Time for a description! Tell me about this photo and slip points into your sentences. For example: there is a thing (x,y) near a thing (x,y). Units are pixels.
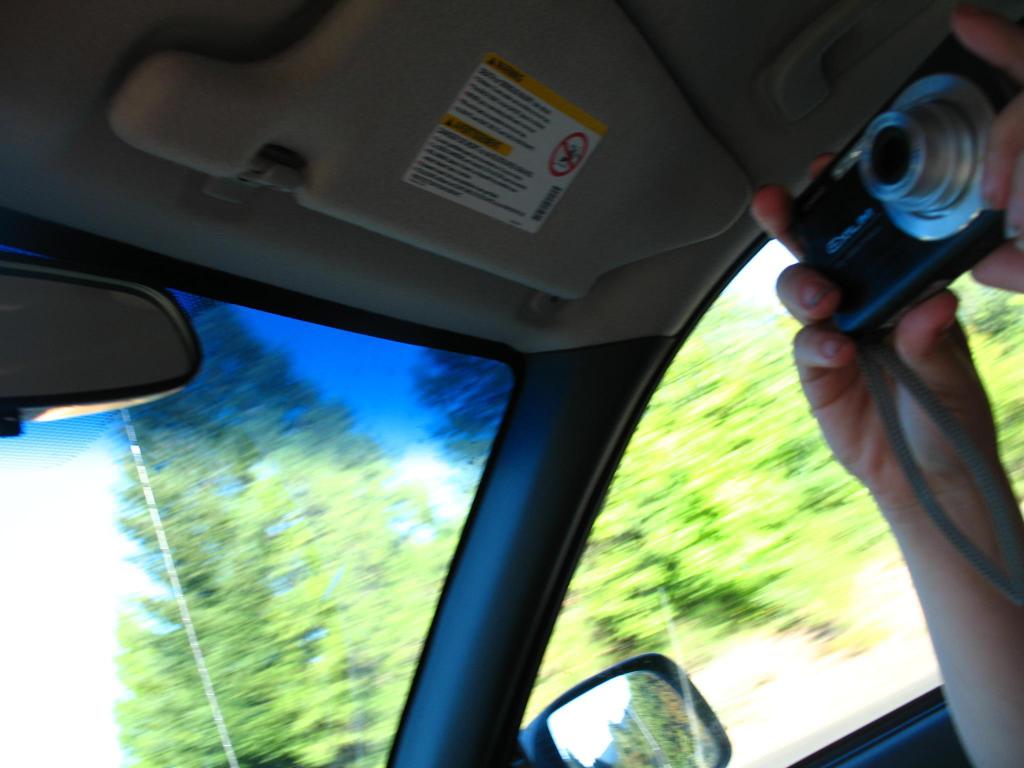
This image is taken from a car (528,572). A person (1015,208) is holding a camera (863,251) and there are trees (761,448) at the back (728,514).
